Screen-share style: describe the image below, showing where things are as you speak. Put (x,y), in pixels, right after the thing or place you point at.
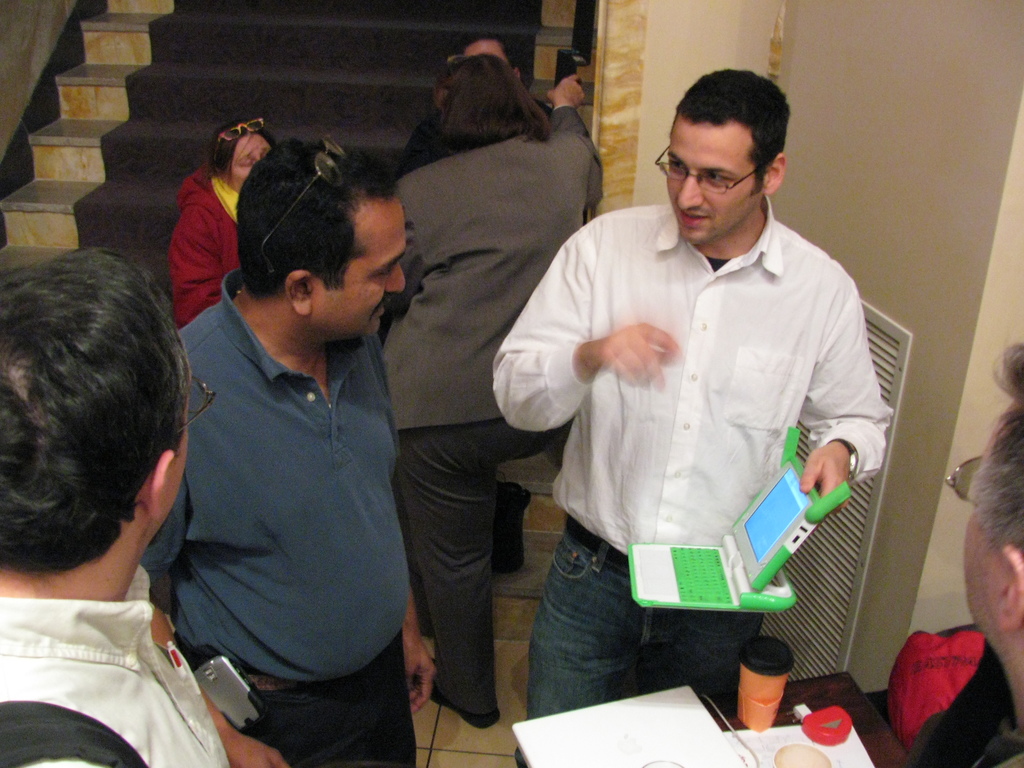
In the foreground of the picture (911,657) there are group of people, table (785,705), cup (740,709), tray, a toy like laptop (727,589) and other objects (900,716). In the middle (431,306) we can see people (475,111) and staircase (80,105). On the right (913,132) we can see wall (922,219) and a mesh like object (845,542).
